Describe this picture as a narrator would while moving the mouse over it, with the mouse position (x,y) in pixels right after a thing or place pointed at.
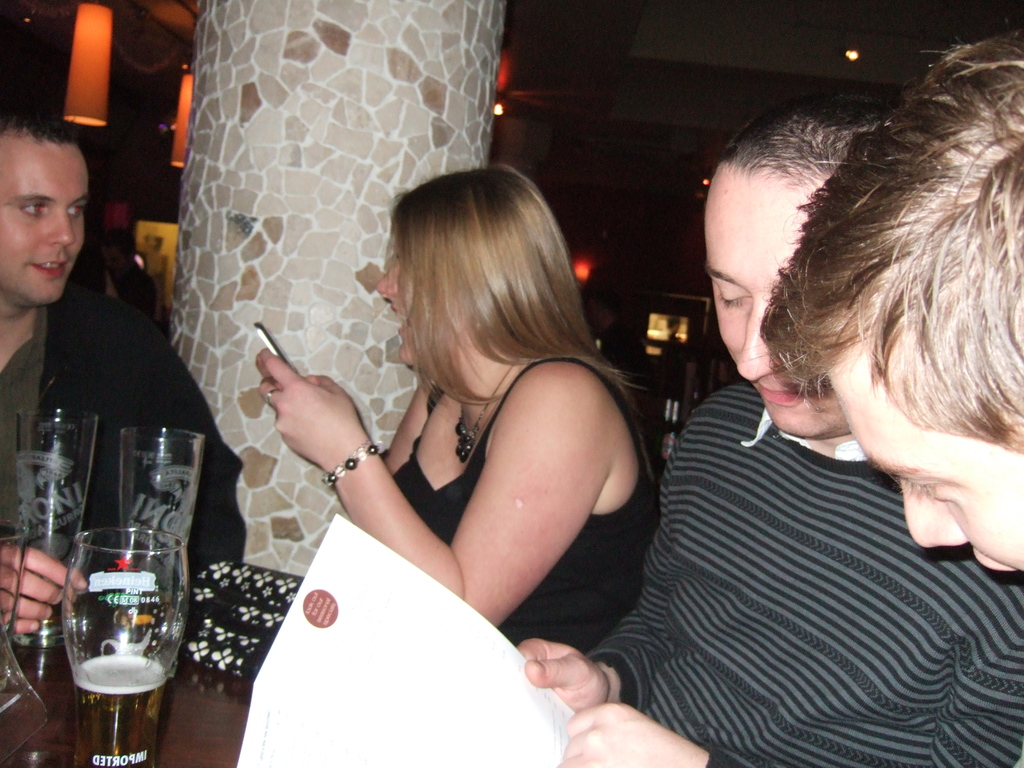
In this picture we can see four persons (727,502) where a woman (450,202) is holding a mobile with her hand (327,393) and smiling and in front of them on table (42,677) we can see glasses (178,563) and in the background (370,36) we can see a pillar (388,61), lights (182,141).
